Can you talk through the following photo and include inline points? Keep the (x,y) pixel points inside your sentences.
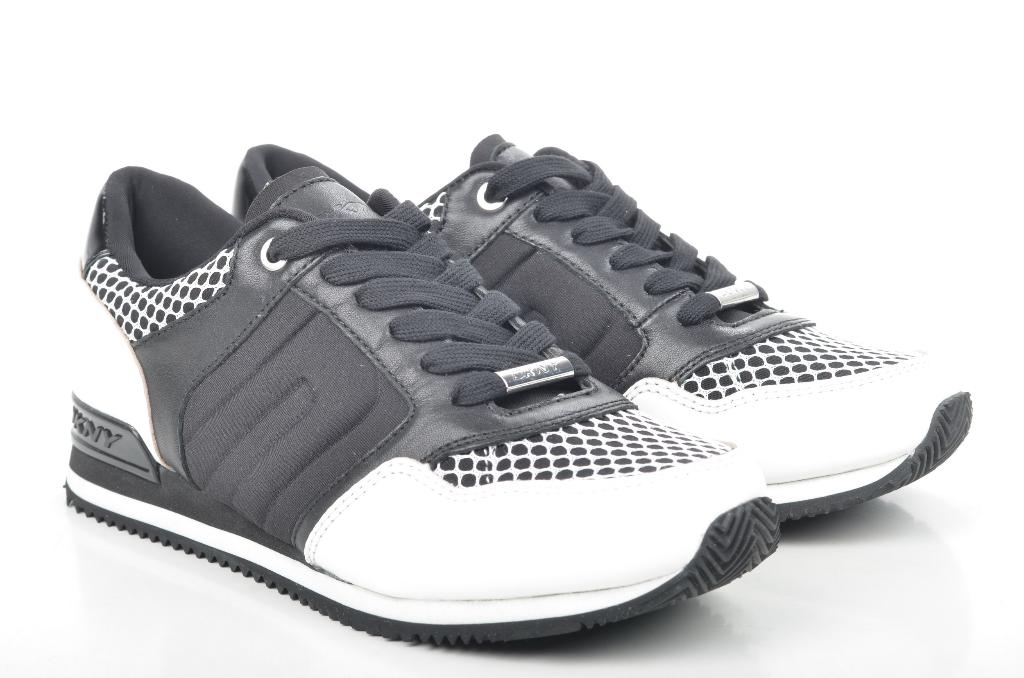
In this image there is white background (832,269). We can see black and white shoes (455,423).
